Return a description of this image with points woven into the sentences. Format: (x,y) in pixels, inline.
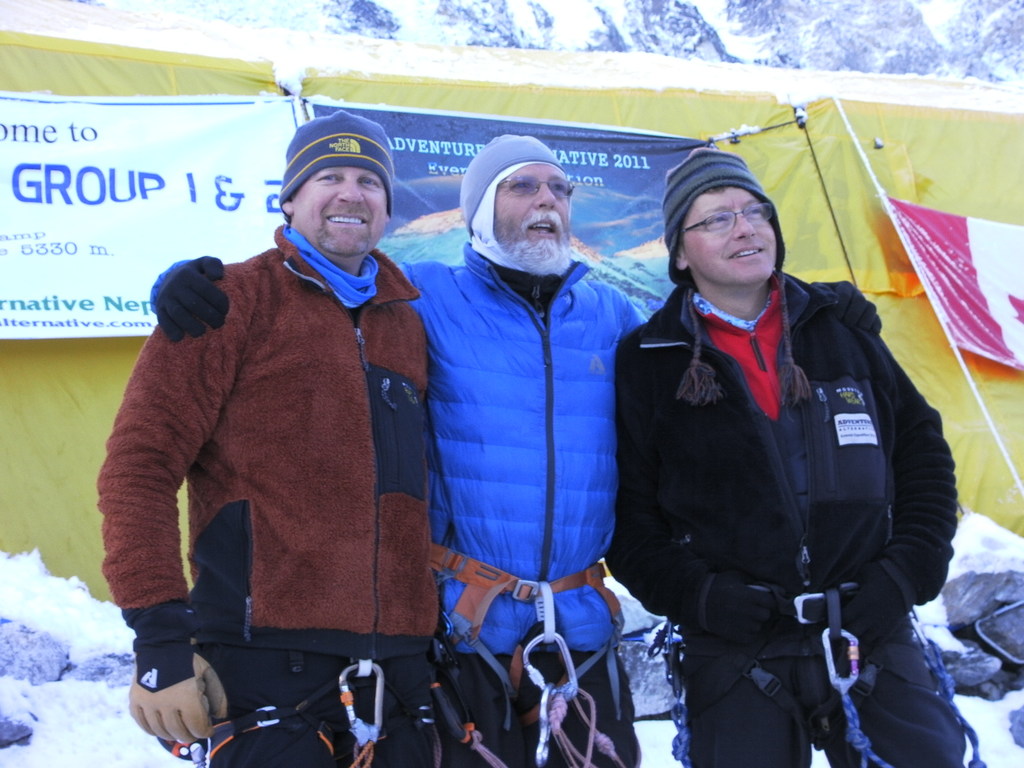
In the image we can see three men (495,432) standing, wearing clothes (412,492), gloves (178,316), cap (361,159) and two of them are wearing spectacles (518,184) and they are smiling. Behind them, we can see tent (572,104), posters (545,126) and text (217,191) on it. Here we can see the rope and snow (62,700).
